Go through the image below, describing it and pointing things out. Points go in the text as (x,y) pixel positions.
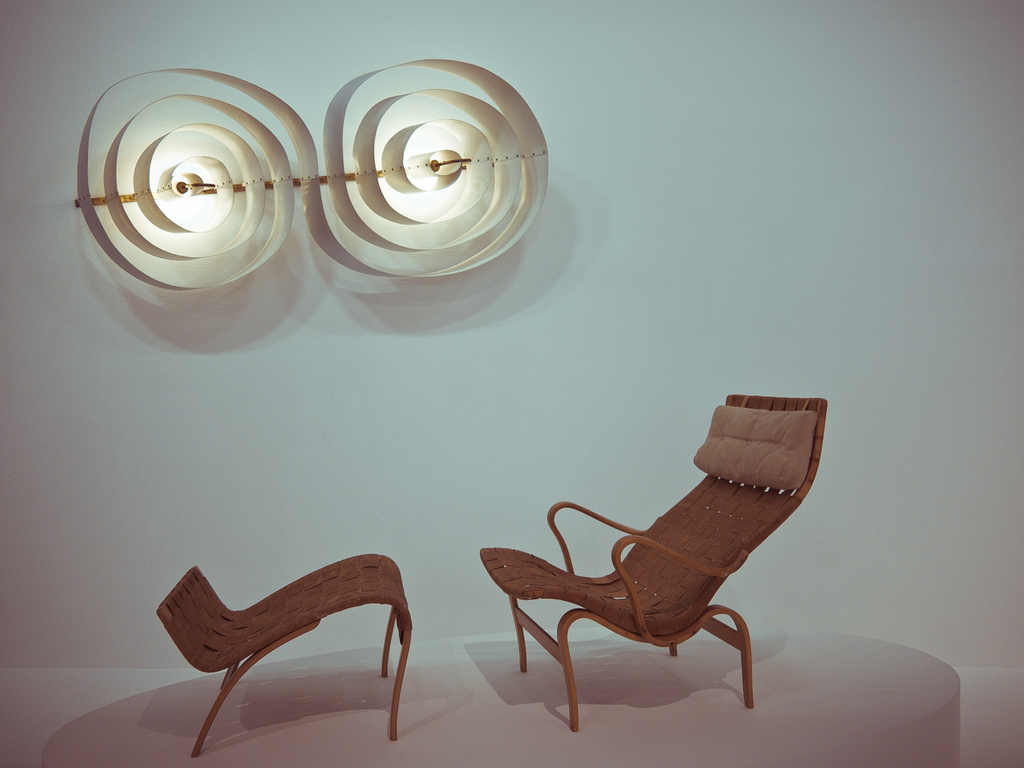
In this image I can see a chair (503,555) and a kind of table (304,576) on the white colour surface (303,761). On the top side of the image (334,165) I can see two lights (302,153) and designs (326,181) on the wall (76,379).
